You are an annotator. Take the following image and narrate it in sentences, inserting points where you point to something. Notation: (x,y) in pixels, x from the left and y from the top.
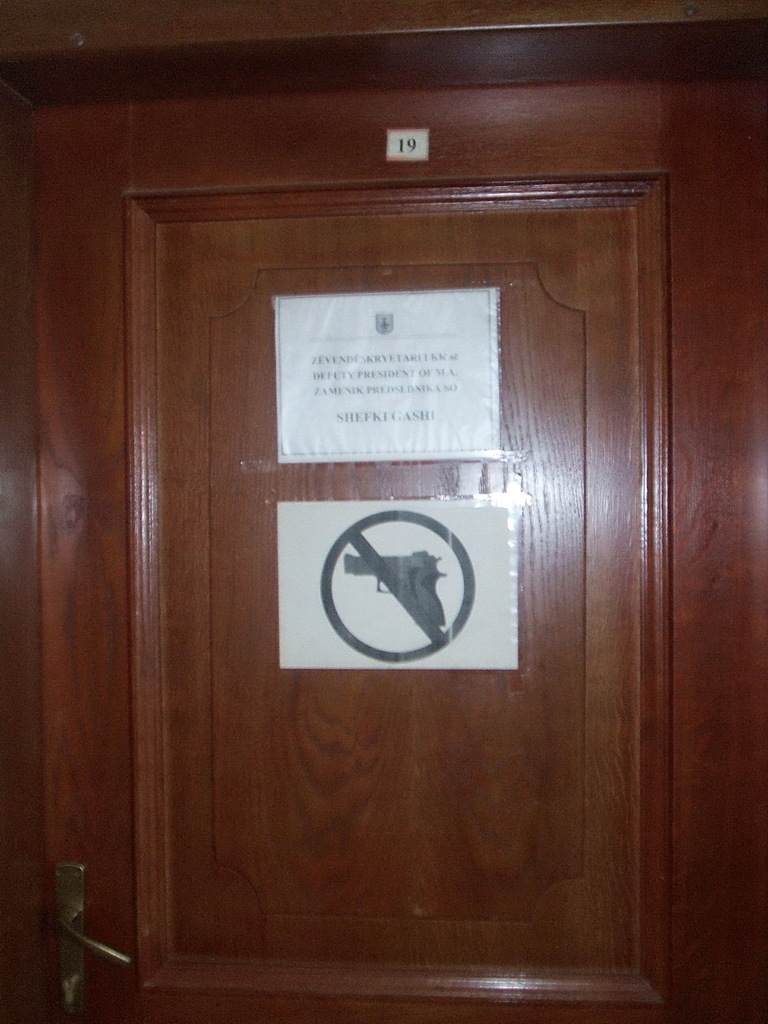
In this image two papers (293,590) are attached to the door (363,854). On this paper (392,652) there is no gun sign (374,591).
